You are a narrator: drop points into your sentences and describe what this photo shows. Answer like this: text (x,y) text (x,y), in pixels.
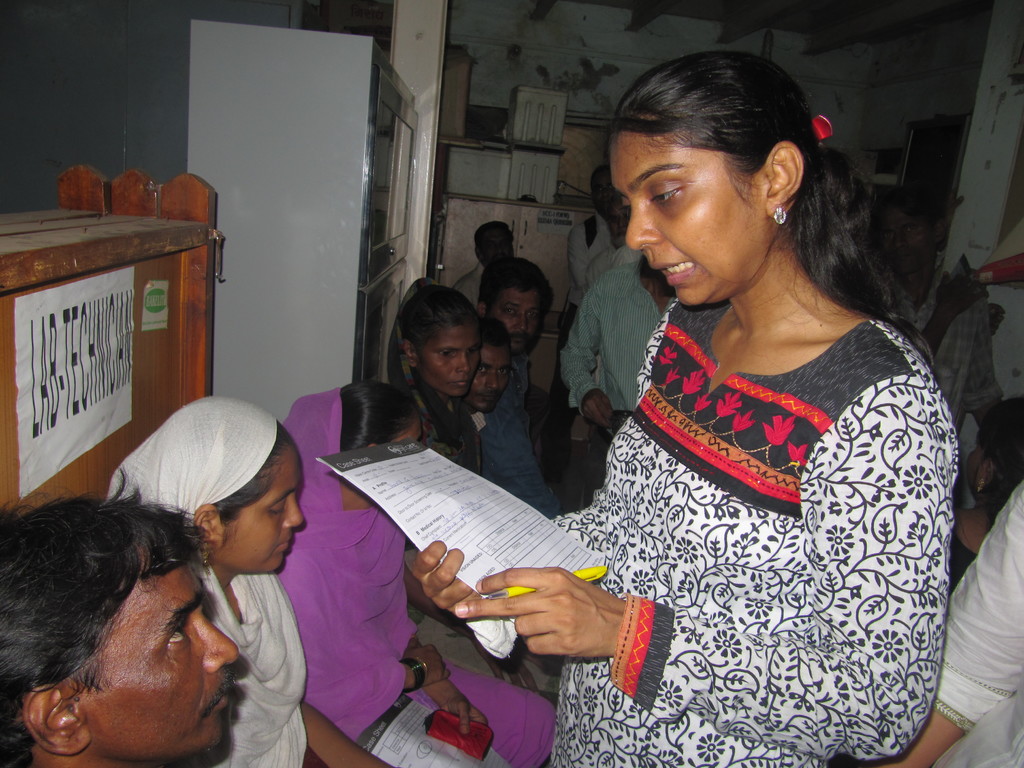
In this image I can see number of people (582,340) where few (626,435) are standing and rest all are sitting. I can also see few of them are holding white colour papers (381,481) and here I can see she is holding a yellow colour pen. I can also see a red colour thing (464,738) over here. In the background (274,220) I can see few cupboards (259,293), a white colour paper (129,314) and on this paper (82,409) something is written.
